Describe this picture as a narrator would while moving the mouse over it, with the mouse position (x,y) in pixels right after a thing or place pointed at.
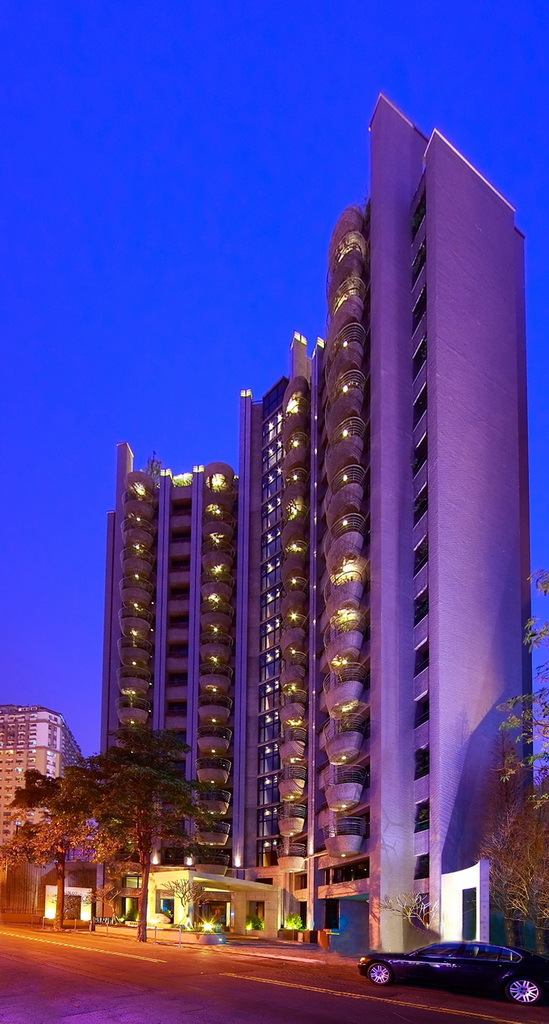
In this image I can see buildings (306,682), trees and vehicle (442,964) on the road (389,990). In the background (156,249) I can see the sky (163,245).
